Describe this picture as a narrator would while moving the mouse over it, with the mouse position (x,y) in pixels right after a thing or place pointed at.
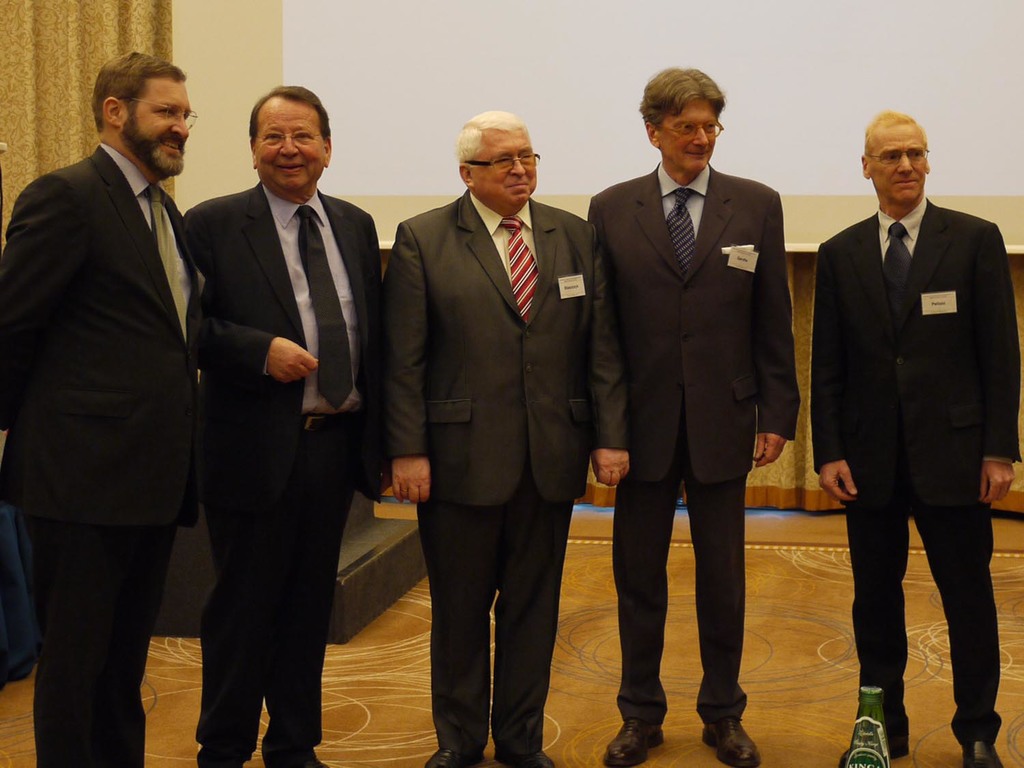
In this picture there is an old man (566,335) who is wearing spectacle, suit (509,445), trouser (482,680) and shoe (506,758). He is standing near to the man (646,289) who is wearing spectacles (712,137), suit (710,317) and shoe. On the right (978,672) there is a man (973,727) who is standing on the carpet (1007,590). On the left (164,123) there is a man (131,322) who is wearing spectacle (179,116), suit (146,465) and trouser (46,695). Beside him there is another man (274,431). In the back (793,472) I can see the clothes (793,472) and projector screen (861,172).
